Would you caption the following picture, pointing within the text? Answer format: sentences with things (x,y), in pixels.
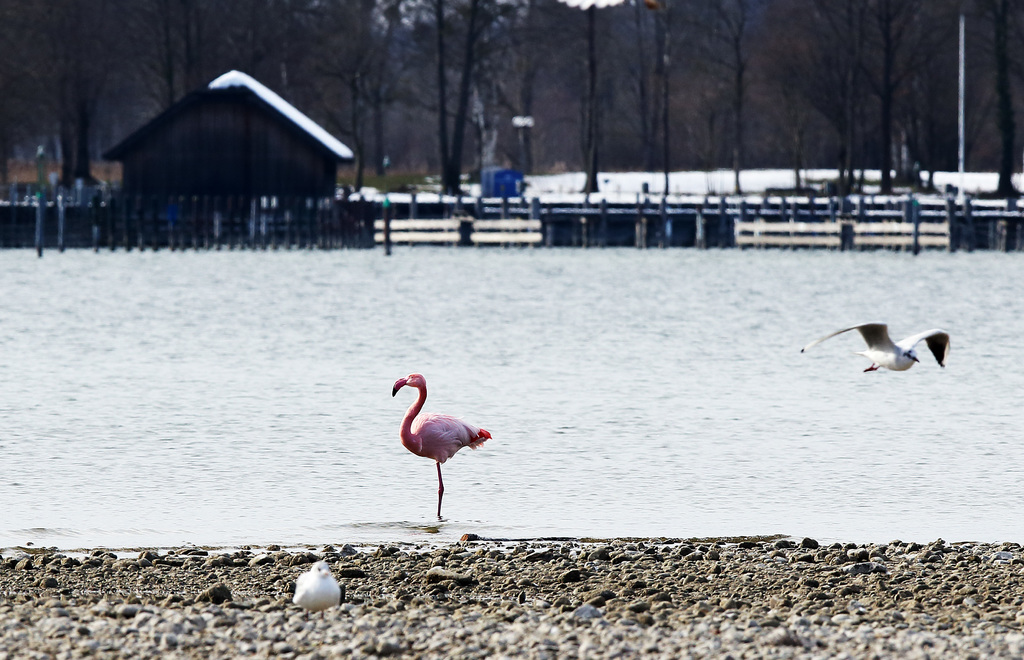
In the picture I can see a bird (324,585) on the stone ground (532,593), I can see a flamingo (440,466) in the water (505,486) and another bird (876,340) is flying in the air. The background of the image (155,246) is slightly blurred, where I can see a fence (824,231), wooden house (321,189), snow (638,189) and trees (321,115).
